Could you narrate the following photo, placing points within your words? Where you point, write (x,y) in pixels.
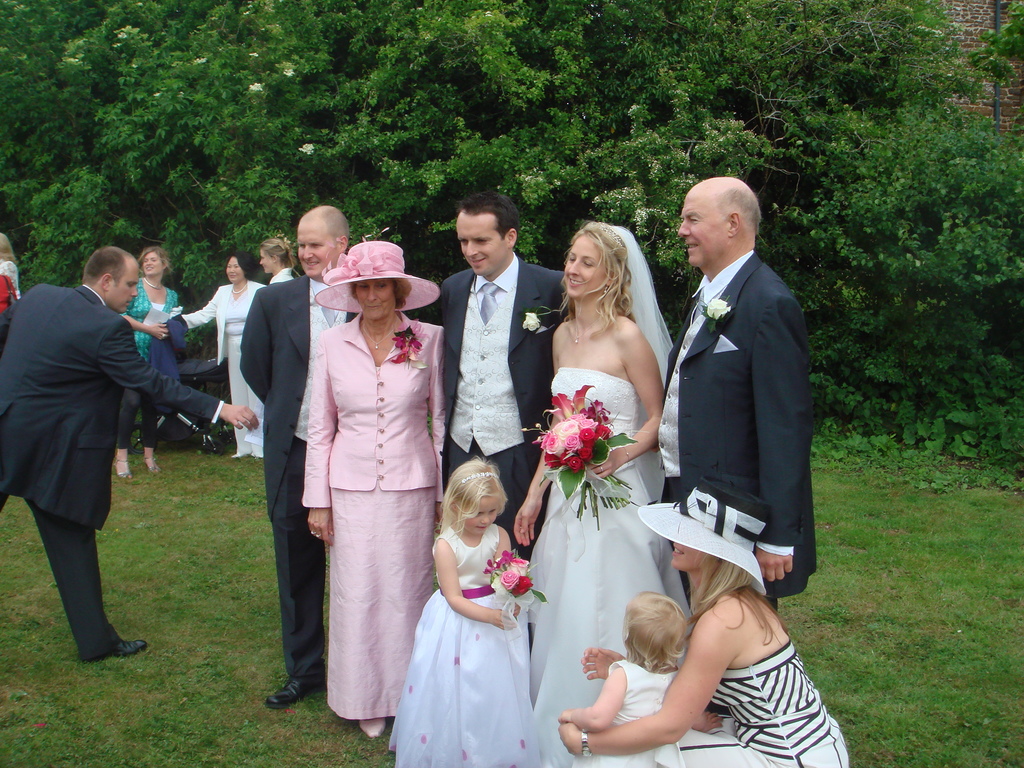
In the center of the image (502,349) we can see persons (474,349) standing on the grass (167,724). At the bottom of the image (457,557) we can see kids (472,560) and woman (707,617). In the background (811,244) we can see persons (143,278), trees (543,139), plants (876,393) and wall (967,23).
